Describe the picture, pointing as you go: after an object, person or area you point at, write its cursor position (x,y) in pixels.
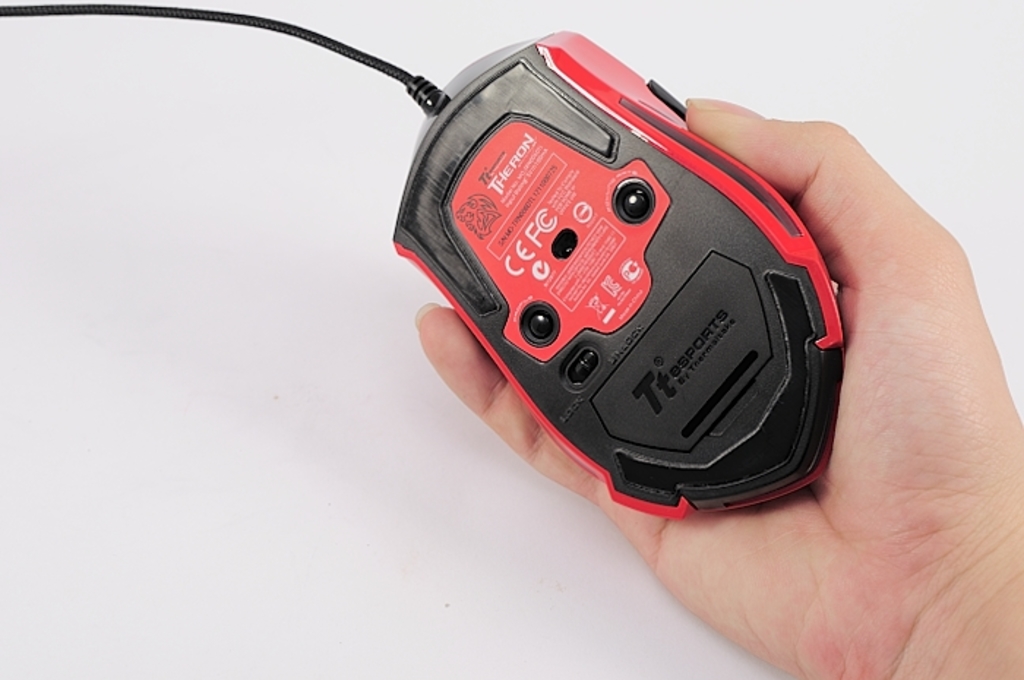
We can see mouse (561,322) hold with hand (698,536). In the background (660,50) it is white.
